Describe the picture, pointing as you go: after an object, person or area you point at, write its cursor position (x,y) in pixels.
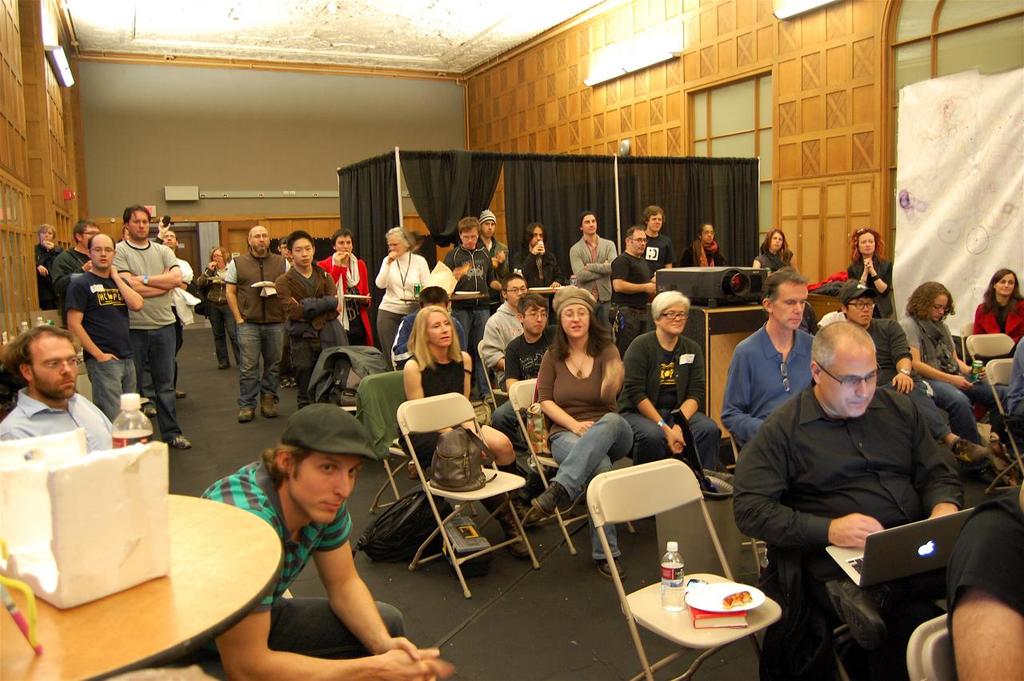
there are so many people (883,417) sitting and standing in room (574,538) few are operating laptops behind them there is a curtain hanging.
